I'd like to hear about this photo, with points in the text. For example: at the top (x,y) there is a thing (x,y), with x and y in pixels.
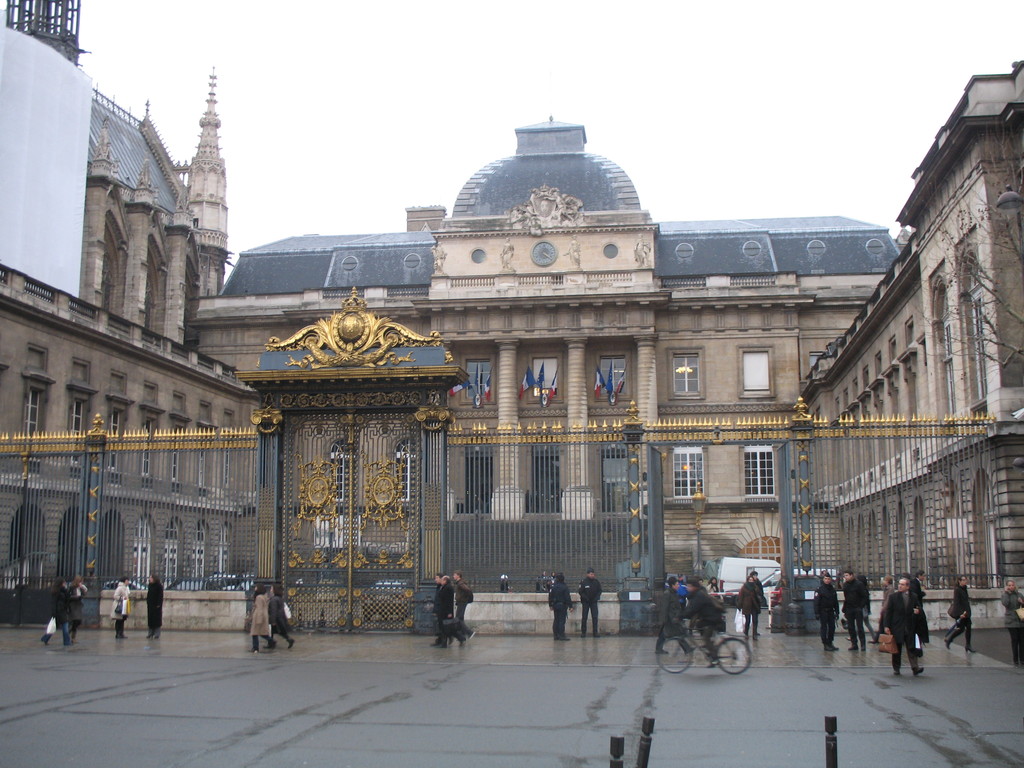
In this image there is the sky (582,61) towards the top of the image (600,52), there is a building (541,290), there are flags (479,376), there are windows (606,367), there are pillars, there is an object (28,188) towards the left of the image (20,116), there is a gate (281,435), there is a fence (801,487) towards the right of the image (928,489), there is a fence (97,497) towards the left of the image (119,484), there are vehicles (223,577), there is ground (302,703) towards the bottom of the image (190,711), there are group of persons (751,606) walking, they are holding an object (444,622), there is a man (708,640) riding a bicycle (696,643), there are objects (646,740) towards the bottom of the image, there is a tree (963,245) towards the right of the image (979,260), there is an object (1007,195) towards the right of the image (1001,210) that looks like a street light (1002,197).
